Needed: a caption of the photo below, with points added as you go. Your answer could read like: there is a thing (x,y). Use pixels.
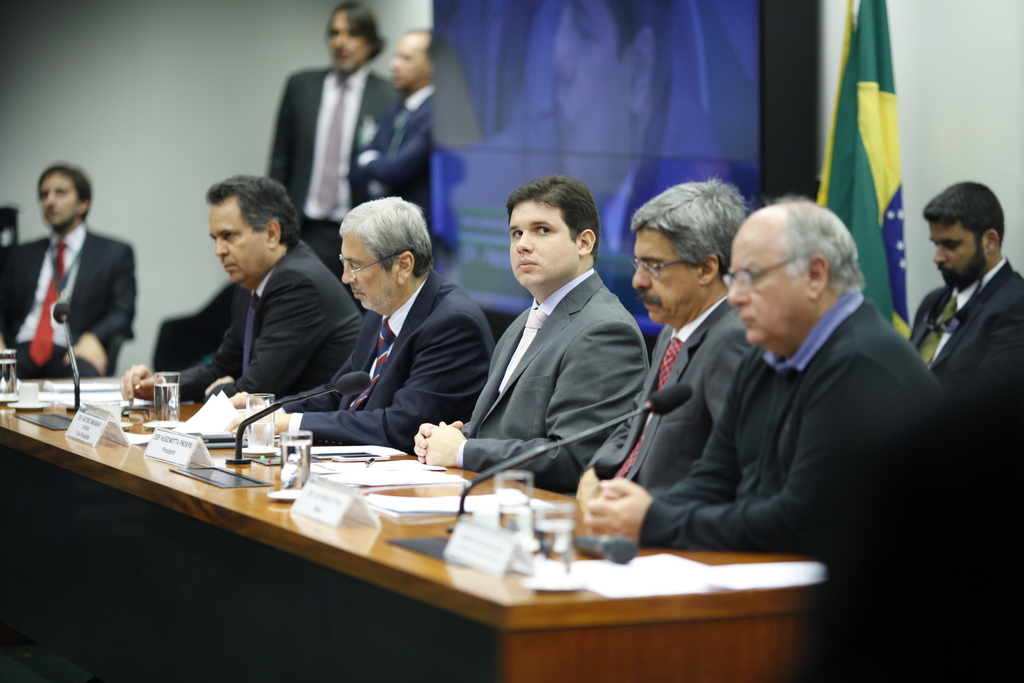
This picture shows a group of people (509,367) seated on the chairs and we see few water glasses (254,443), papers (209,413) and microphones (240,461) on the table (35,452) and we see two people (351,170) standing on the left side (332,141) and we see a flag (889,264) on the right side (900,256) and we see a projector screen (598,180) on the back (468,209).
